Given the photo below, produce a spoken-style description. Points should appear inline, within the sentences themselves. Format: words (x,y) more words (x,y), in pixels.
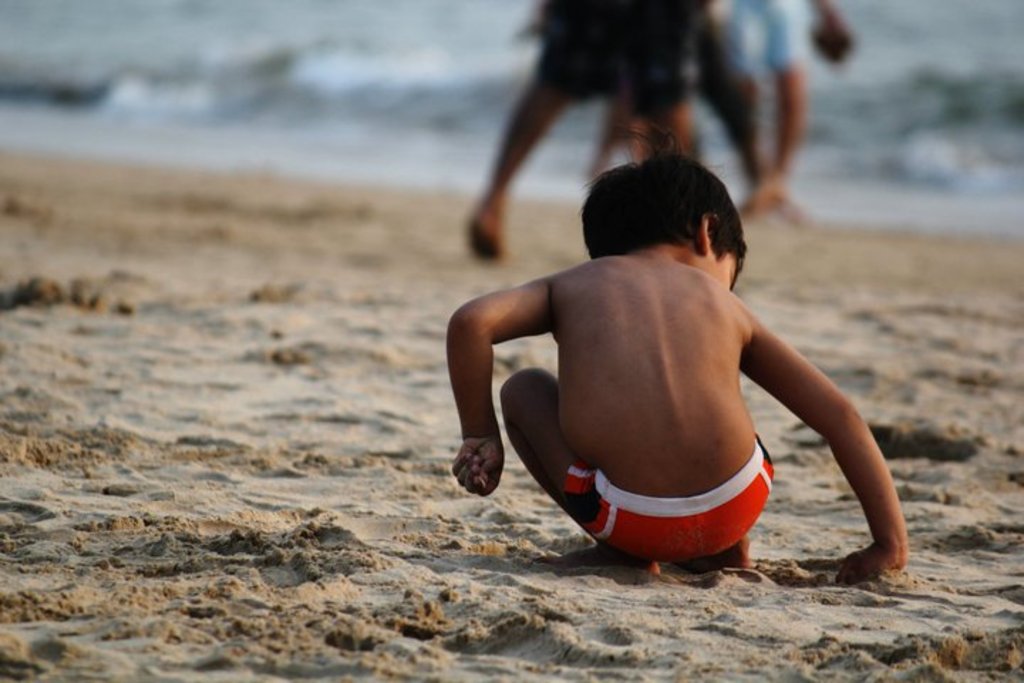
In the image there is a kid (706,417) sitting on the sand (810,525). In the background (775,84) there are legs (733,40) of people (757,52). And there is a blur background (110,92).
